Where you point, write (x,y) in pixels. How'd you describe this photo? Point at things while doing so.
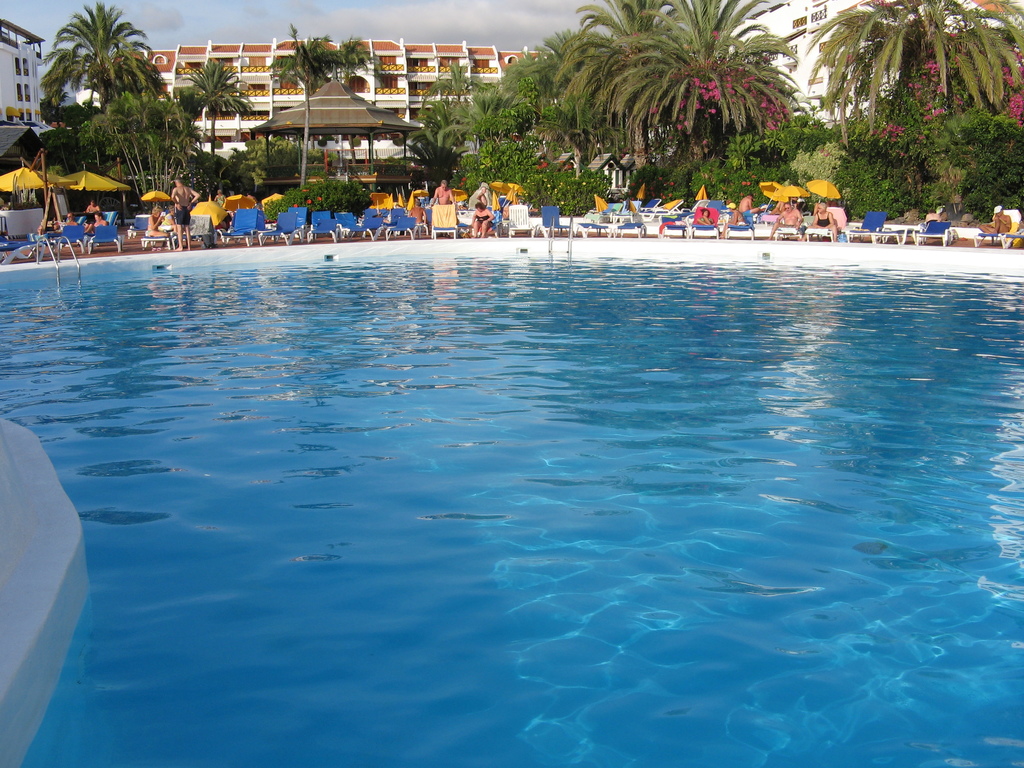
In the center of the image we can see chairs (79,236), some persons (485,203), tents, trees (526,120), buildings (817,104) are there. At the top of the image (487,23) clouds (475,37) are present in the sky (489,9). At the bottom of the image (587,643) we can see a swimming pool (615,453).
